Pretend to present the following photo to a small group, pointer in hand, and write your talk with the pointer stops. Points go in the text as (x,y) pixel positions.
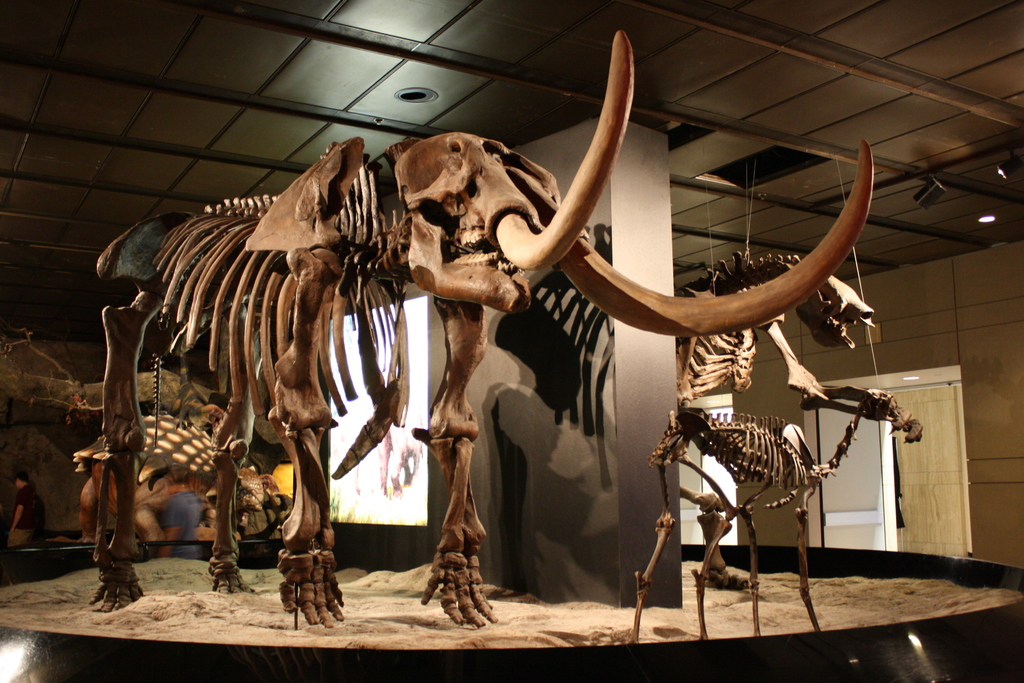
In this picture I can see there is a skeleton of a elephant (291,285) and there is sand (536,635) on the floor (353,595) and in the backdrop (578,342) there is a pillar (630,498) and there is a door (960,452) and a wall (987,434).
